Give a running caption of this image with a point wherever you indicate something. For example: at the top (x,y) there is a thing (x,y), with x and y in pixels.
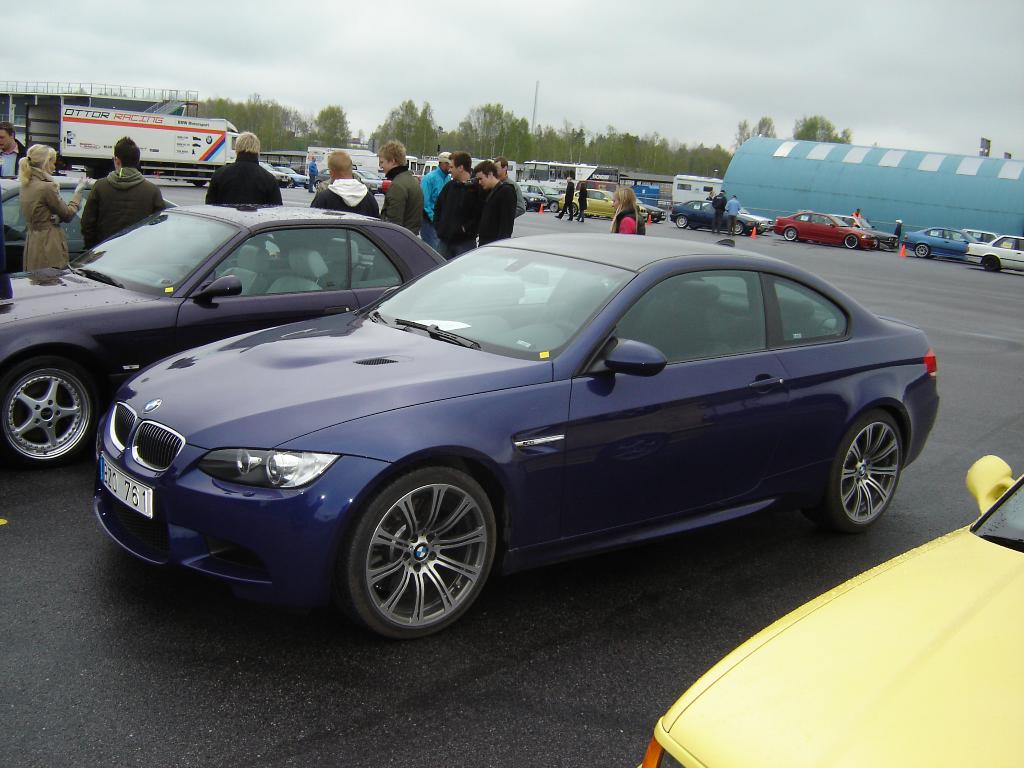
In this image I can see few vehicles (518,436), in front (468,369) the vehicle (534,456) is in blue color. Background (100,44) I can see few persons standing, trees (406,110) in green color and the sky (441,40) is in white color.
